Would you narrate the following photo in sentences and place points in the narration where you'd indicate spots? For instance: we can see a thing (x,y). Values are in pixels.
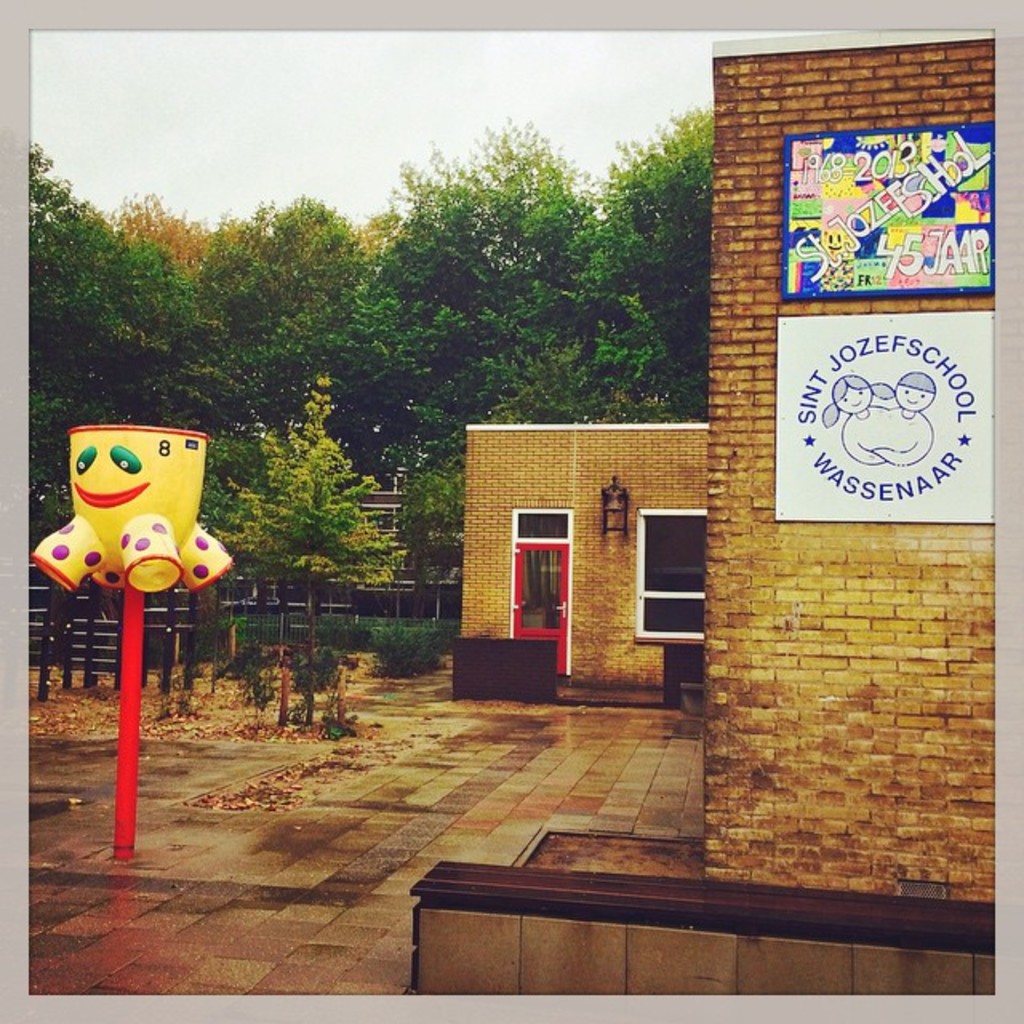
In this image we can see a building (905,628) with a door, window (660,553) and some boards (866,490) on a wall (765,448) with some text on it. On the left side (217,553) we can see an object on the pole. On the backside (191,623) we can see a fence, a group of trees (268,498) and the sky (363,114) which looks cloudy.
